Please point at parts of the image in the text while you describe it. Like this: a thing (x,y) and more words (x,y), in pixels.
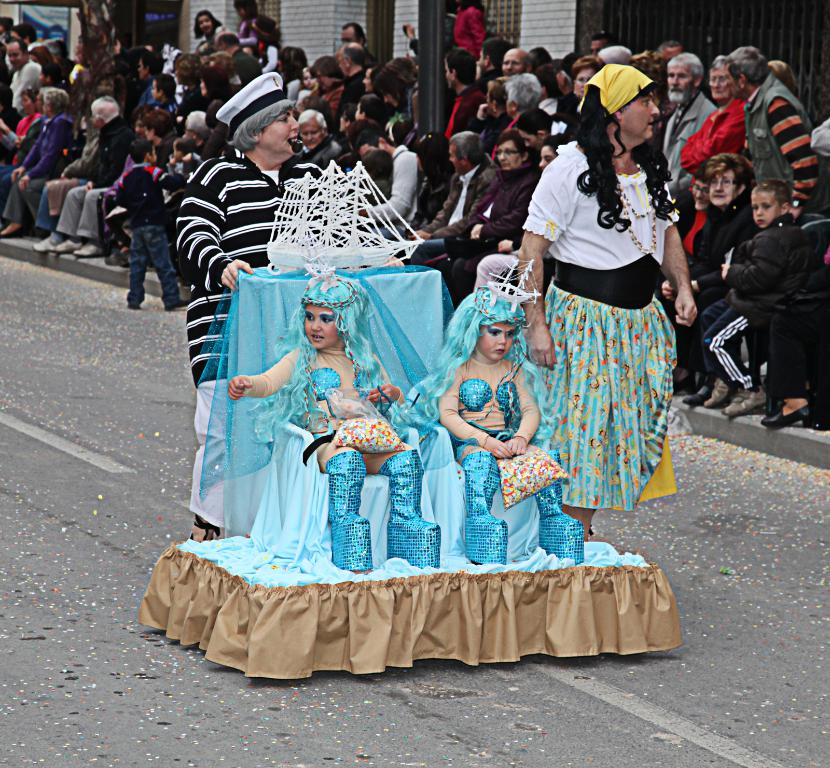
In the middle of the image (551,446) two children (538,493) are sitting. Behind them few people (547,274) are standing and sitting. At the top of the image (416,29) there are some poles (762,31) and buildings (161,22).
